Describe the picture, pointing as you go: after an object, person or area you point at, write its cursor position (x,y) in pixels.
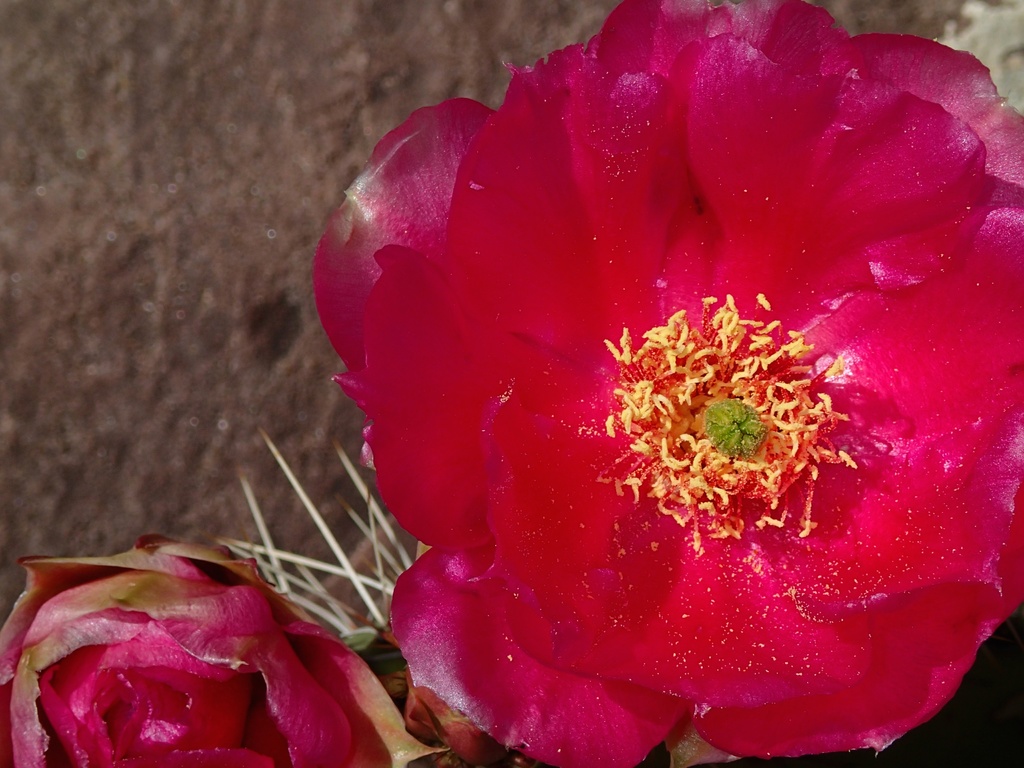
In this image we can see flowers (518,473) which are in red color.
